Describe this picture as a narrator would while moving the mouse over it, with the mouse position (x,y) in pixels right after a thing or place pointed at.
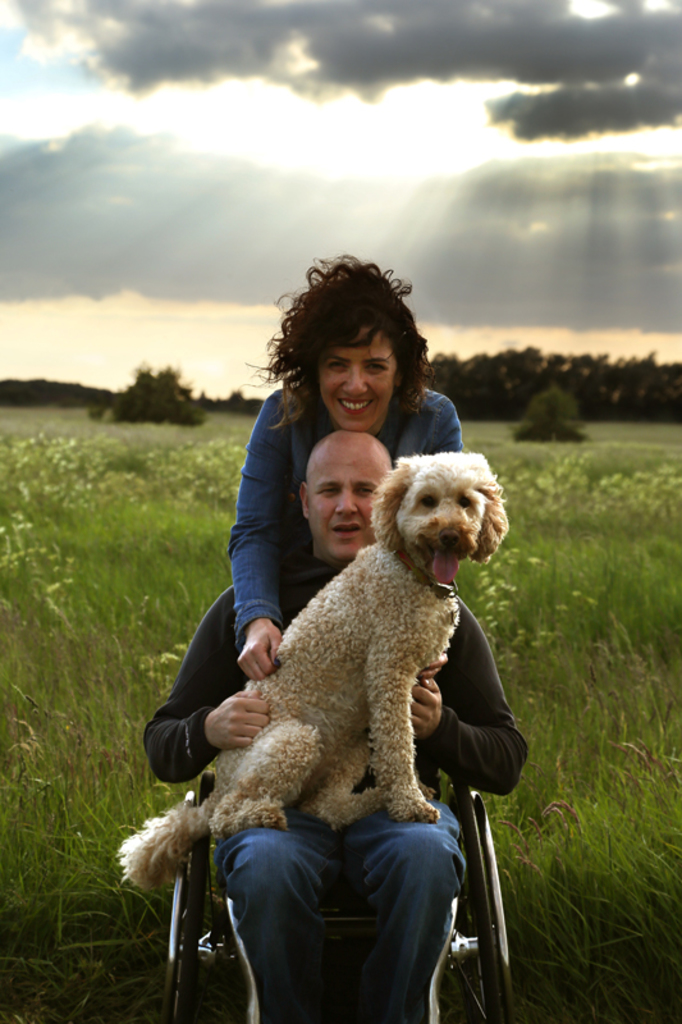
This is the picture of a person (389,893) sitting on the wheelchair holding a dog (308,678) and a lady (278,533) is back of the man (422,910) and behind them there are some plants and grass (97,587) and also the sky (305,66).
